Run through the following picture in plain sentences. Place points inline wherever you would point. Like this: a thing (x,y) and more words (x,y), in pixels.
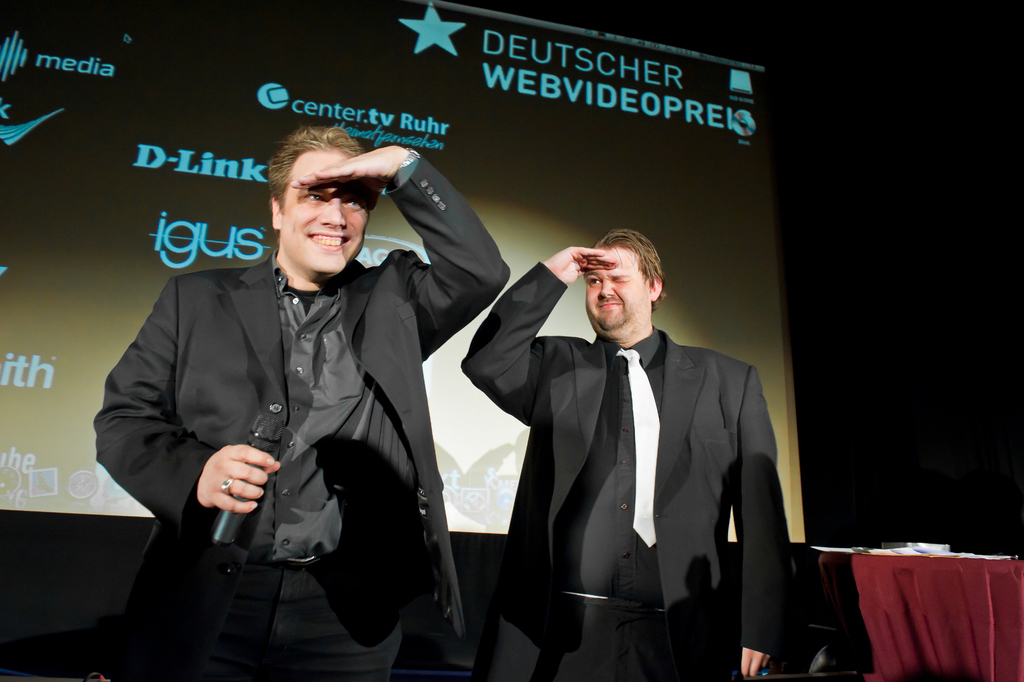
In this picture we can see two men (641,494) wearing black suit (401,382) and standing on the stage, smiling and giving a pose to the camera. Behind there is a big projector screen (666,279) and dark background (975,179).
